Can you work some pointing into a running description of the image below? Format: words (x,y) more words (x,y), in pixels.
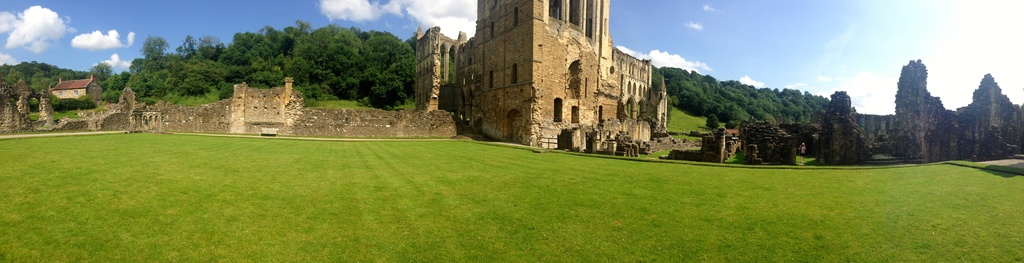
In this image we can see a monument (621,114), sky (375,19), clouds (356,19), trees (260,82), building (64,91) and ground (515,202).
